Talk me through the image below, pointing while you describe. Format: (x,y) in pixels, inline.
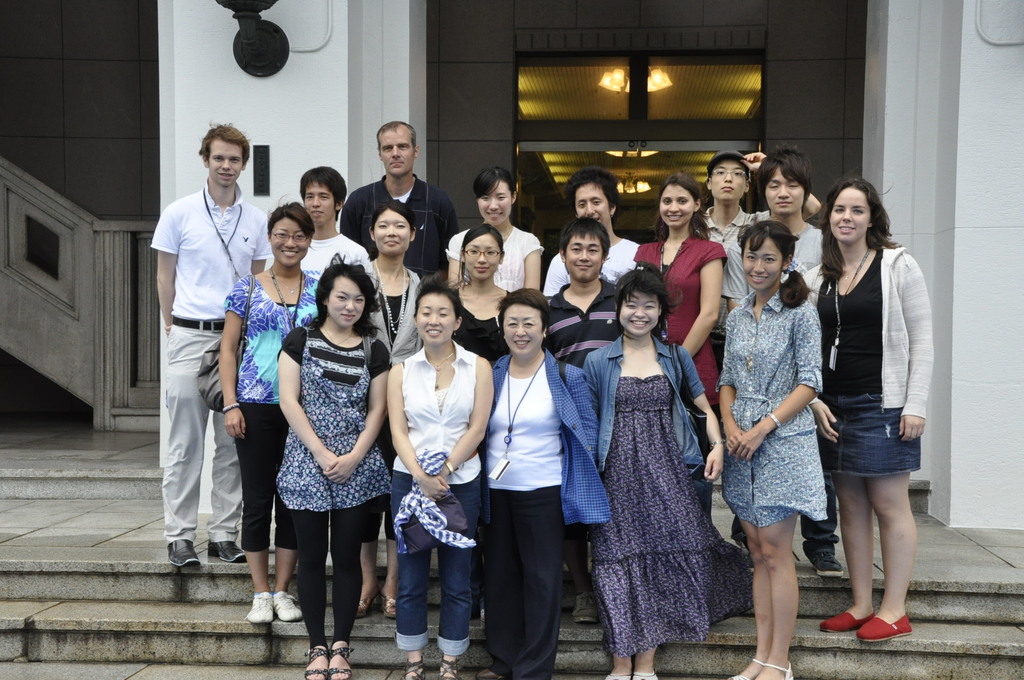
In the center of the image (514,306) there are many persons (615,343) standing on the stairs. In the background (636,68) there is a light (265,49), stairs (66,260), door (564,187) and building (765,94).
